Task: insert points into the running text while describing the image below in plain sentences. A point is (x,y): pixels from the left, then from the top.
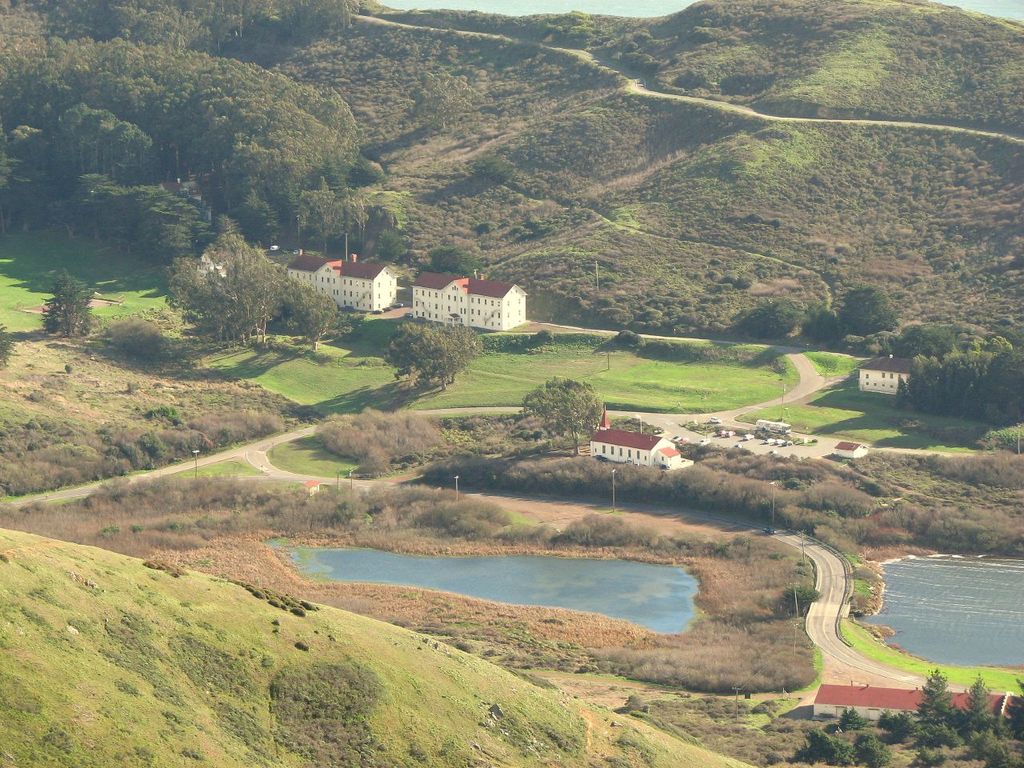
In this image, in the middle (464,346) there are trees (464,346), houses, water (971,623), lakes (967,634), road (834,607), grass (333,662), hills (321,689).
